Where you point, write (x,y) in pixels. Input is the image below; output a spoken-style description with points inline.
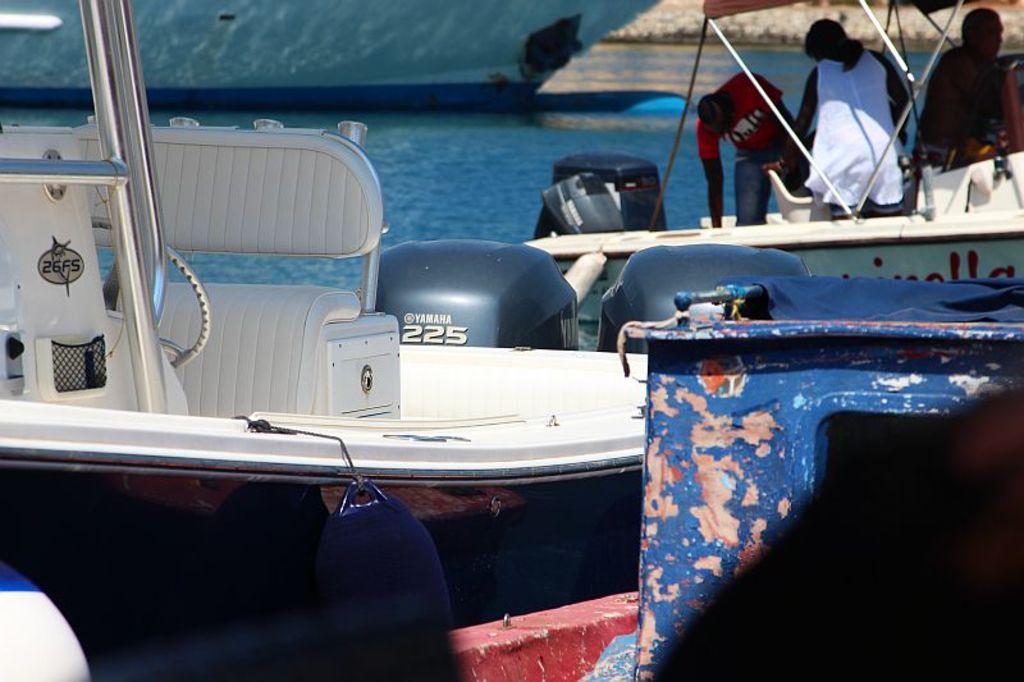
In this image we can see boats (590,219) on the water (450,136). On the right (764,178) there are people (818,131) standing in the boat (850,230).
